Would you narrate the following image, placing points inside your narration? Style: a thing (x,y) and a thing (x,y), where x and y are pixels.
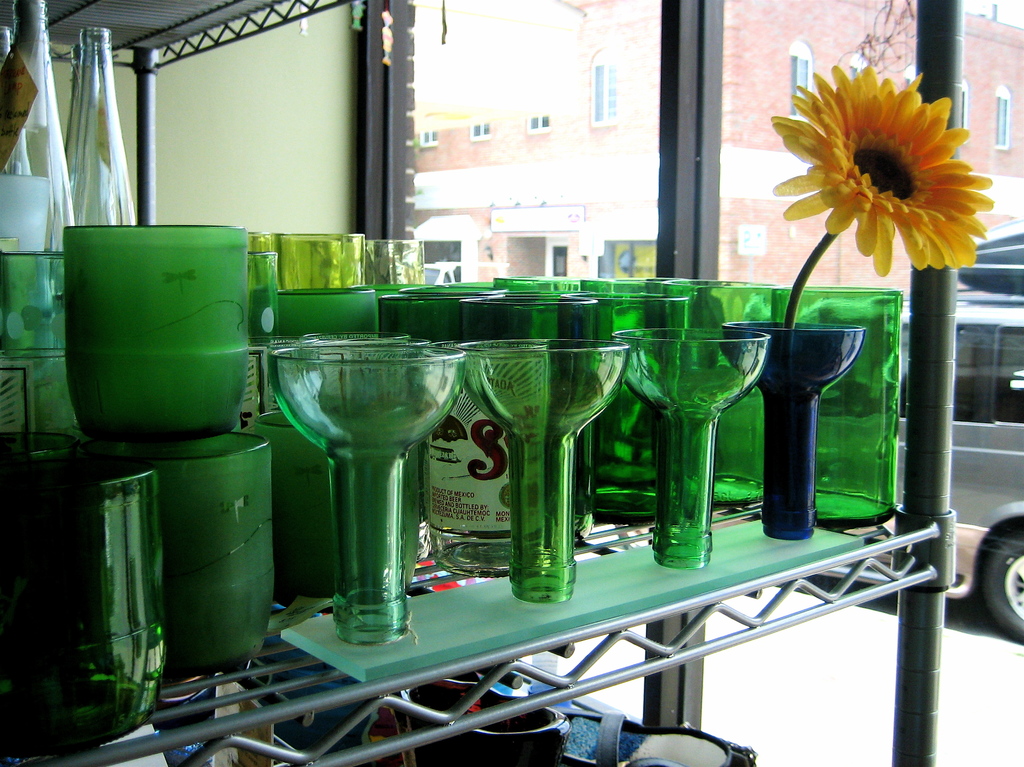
In this picture, we can see some objects (60,655) in the shelf (889,582) and we can see some bottles (46,90) and we can see buildings (787,52) and vehicles (982,378) and the road (791,640).
